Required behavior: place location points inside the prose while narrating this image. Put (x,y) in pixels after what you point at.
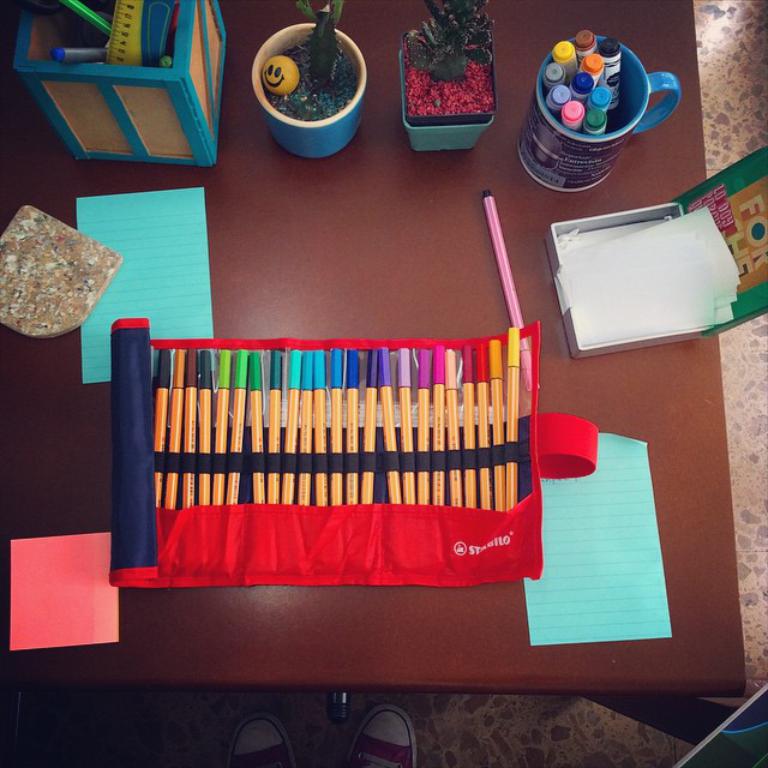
In this picture we can see sketches (618,65) in a cup (632,106), pens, papers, box (184,62) and these all are placed on a table (418,692) and beside this table (245,56) we can see shoes (262,760) on the floor (222,745).
